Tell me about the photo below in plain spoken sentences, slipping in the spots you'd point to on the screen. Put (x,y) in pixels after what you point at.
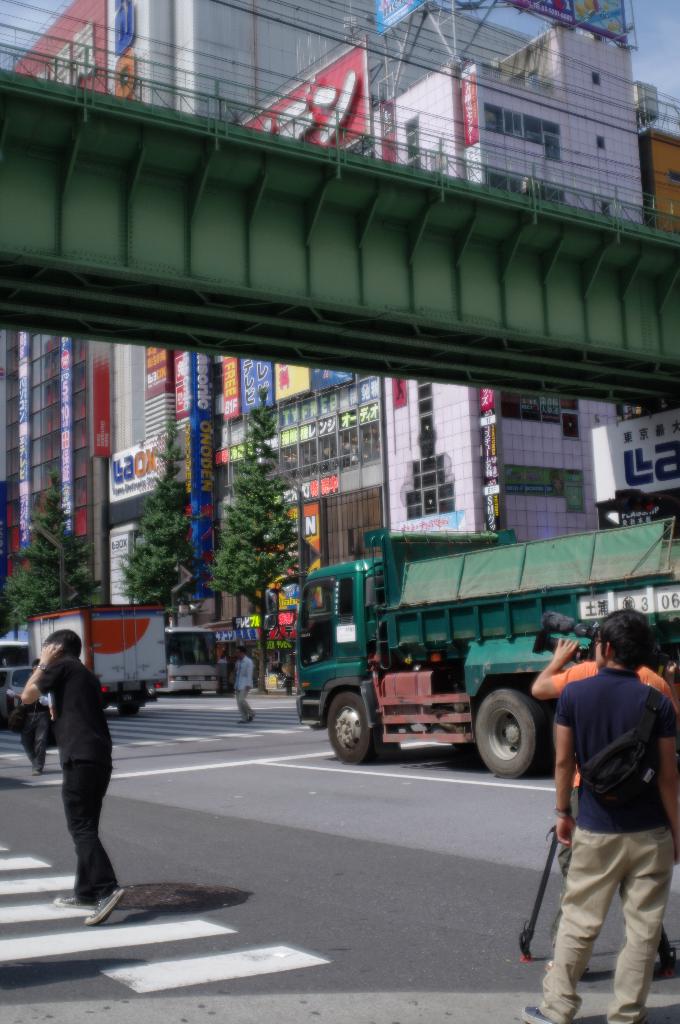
There are vehicles (389,646) and few persons (561,693) on the road (334,836). He is holding a camera (579,624) with his hands (570,655). There are boards (24,433), trees (261,511), hoardings (603,28), buildings (34,341), and a bridge (341,225). This is sky (652,60).
